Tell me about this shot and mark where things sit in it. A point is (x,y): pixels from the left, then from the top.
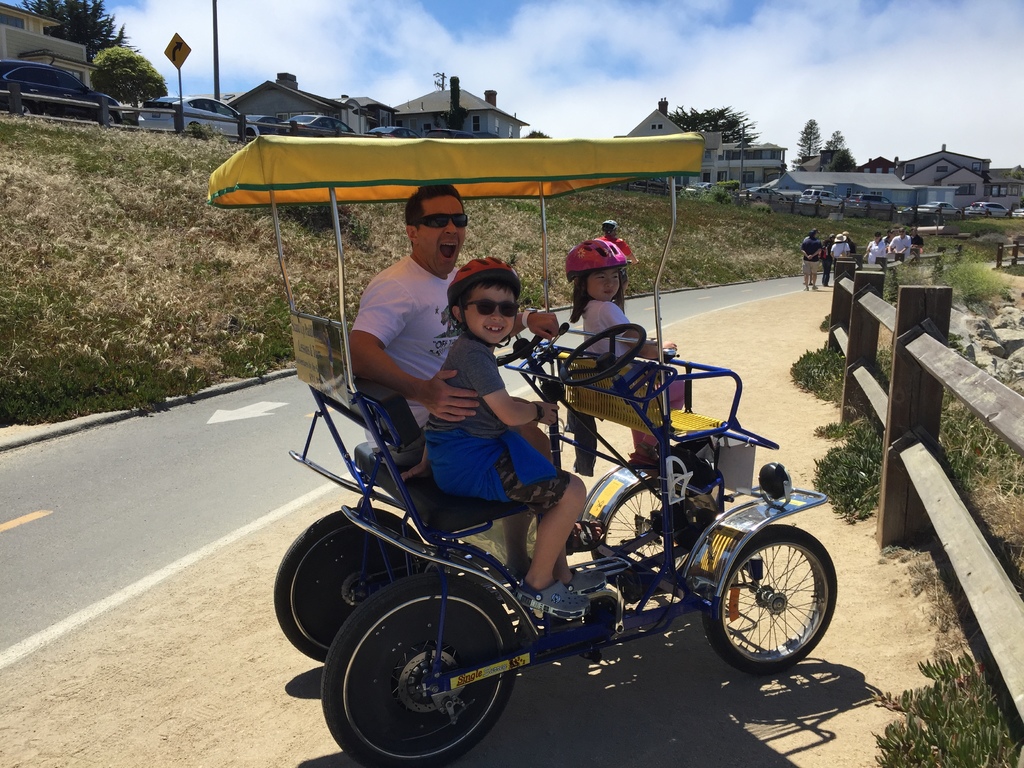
There is a boy (502,425) and a man (420,324) sitting in a vehicle (325,147) with four wheels (651,553) and a steering (623,352) here. The boy (500,293) is wearing a helmet (477,279) and a spectacles (492,304). We can observe a railing (887,507) in front of a vehicle (644,480). In the background (810,258) there are some people (851,248) walking and there are some houses (948,178), cars (167,105) here. We can observe a sky (586,44) with some clouds (584,24) here.
